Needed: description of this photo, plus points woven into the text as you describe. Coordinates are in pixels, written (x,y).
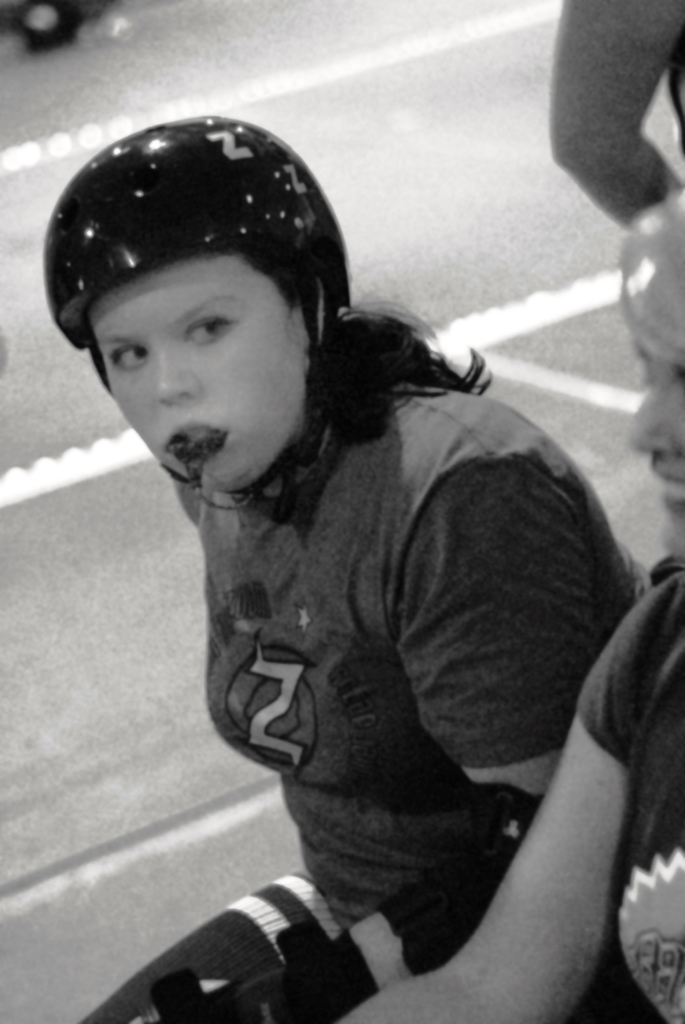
This is a zoomed in picture. On the right corner (493,1011) there is a person (628,933) seems to be sitting. In the center (314,580) there is a woman (279,198) wearing a helmet (260,176), t-shirt (302,716), holding some object (201,450) in her mouth (223,437) and seems to be sitting. In the background (587,121) we can see a person (598,86) seems to be walking on the ground (74,69).
